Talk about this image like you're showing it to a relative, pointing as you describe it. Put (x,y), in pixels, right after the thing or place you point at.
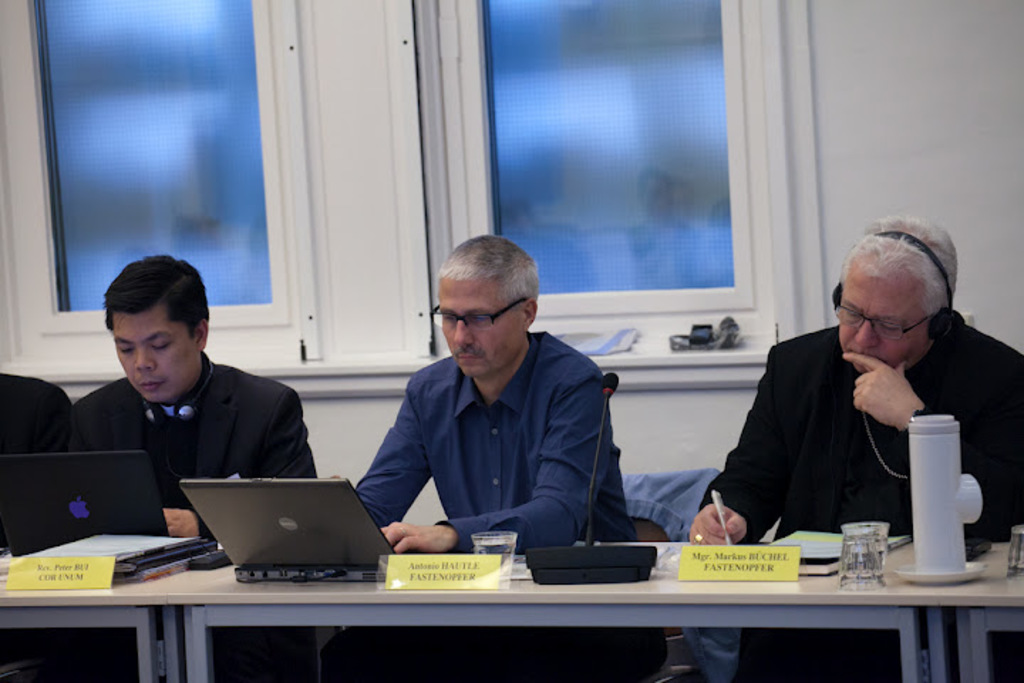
This is an inside view. Here I can see three men (423,425) sitting on the chairs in front of the table (615,599). The man (811,409) who is on the right side (793,470) is writing something with pen (726,532). The other two men (435,440) are looking into the laptops (222,533) which are on the table (248,608). Along with the laptops (264,553) there are few name boards (99,564), glasses (866,548), microphones (532,567) and some other objects (164,565). In the background (450,227) there is a window (639,211) to the wall (872,164).
